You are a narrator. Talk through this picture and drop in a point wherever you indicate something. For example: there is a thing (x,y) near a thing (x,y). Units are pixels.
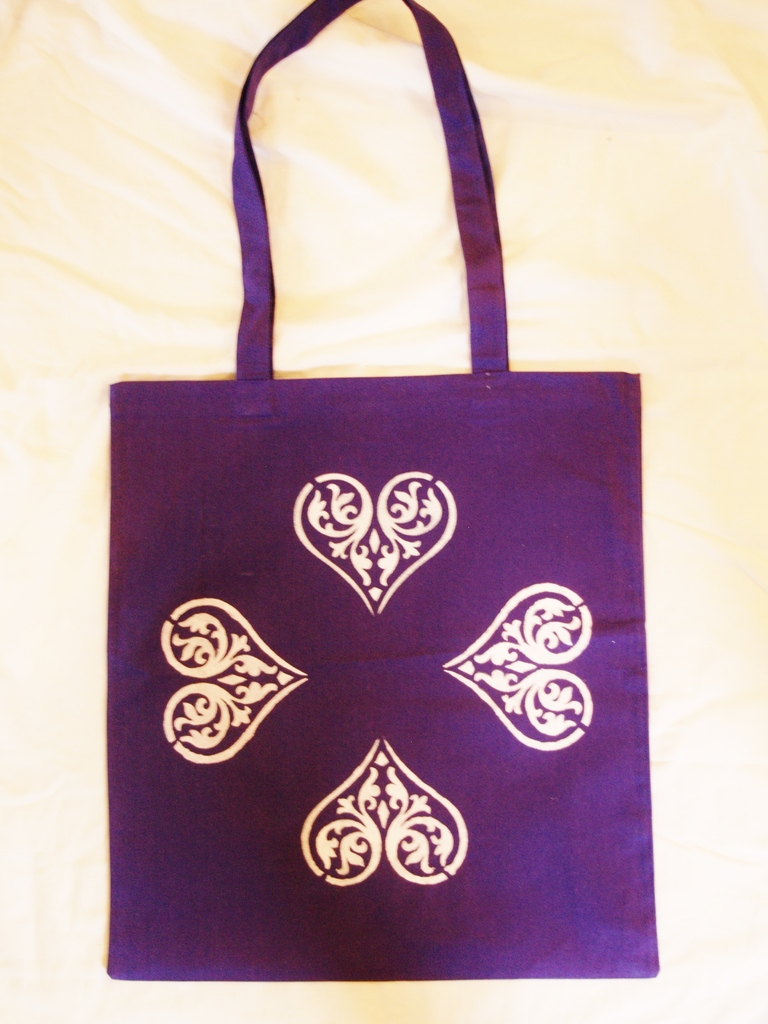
A violet color bag (440,617) with some designs (364,509) and handle (497,264) is kept on a cloth (427,264).
